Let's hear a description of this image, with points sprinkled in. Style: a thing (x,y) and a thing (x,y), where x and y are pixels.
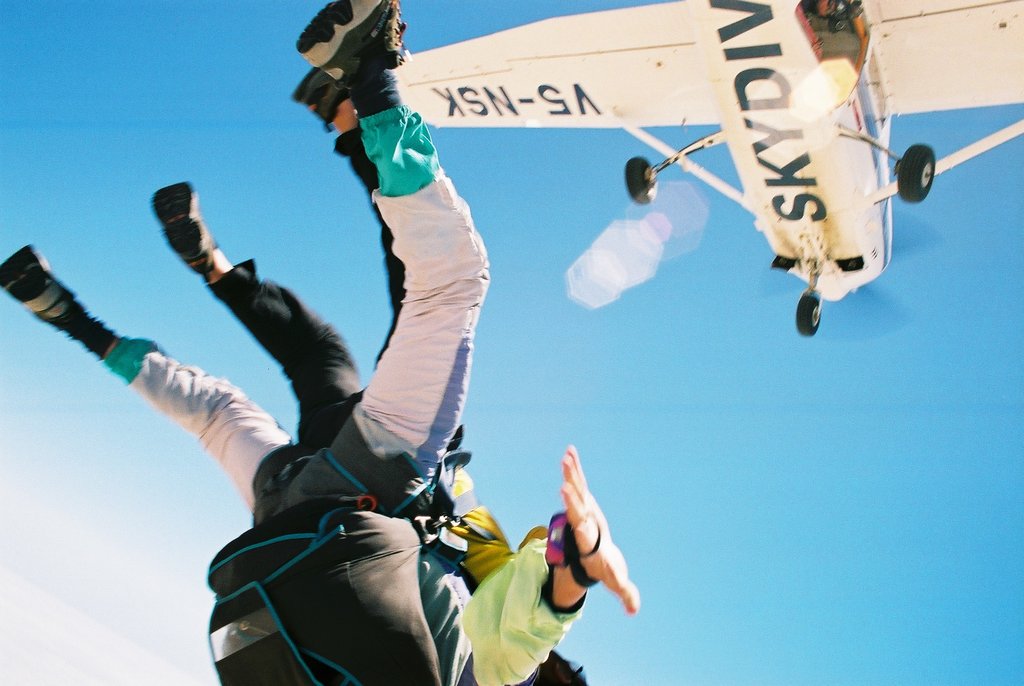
In this picture there are two men (300,445) wearing costume (427,584) with backpack (252,650) on the back (312,602) is doing the skydiving. Above there is a white color small aircraft (889,219) in the sky (511,132).
